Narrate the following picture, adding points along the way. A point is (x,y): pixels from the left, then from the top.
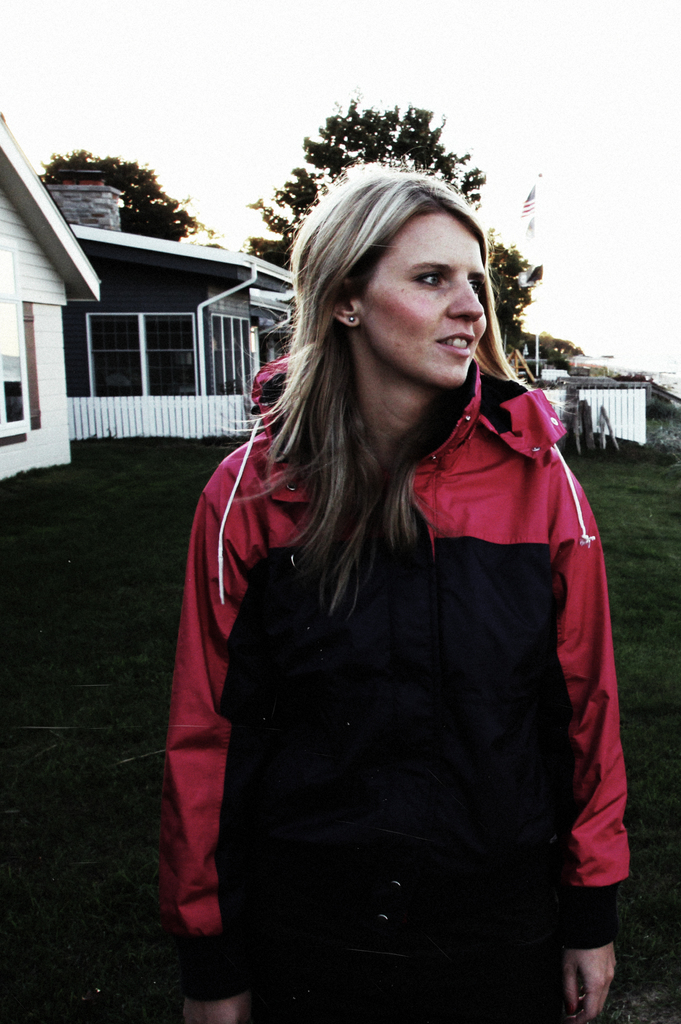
In this image I can see a woman (469,669) is standing, she wore black and red color coat (487,685), behind her there are houses (112,317) and trees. At the top (293,83) it is the sky (285,101).
